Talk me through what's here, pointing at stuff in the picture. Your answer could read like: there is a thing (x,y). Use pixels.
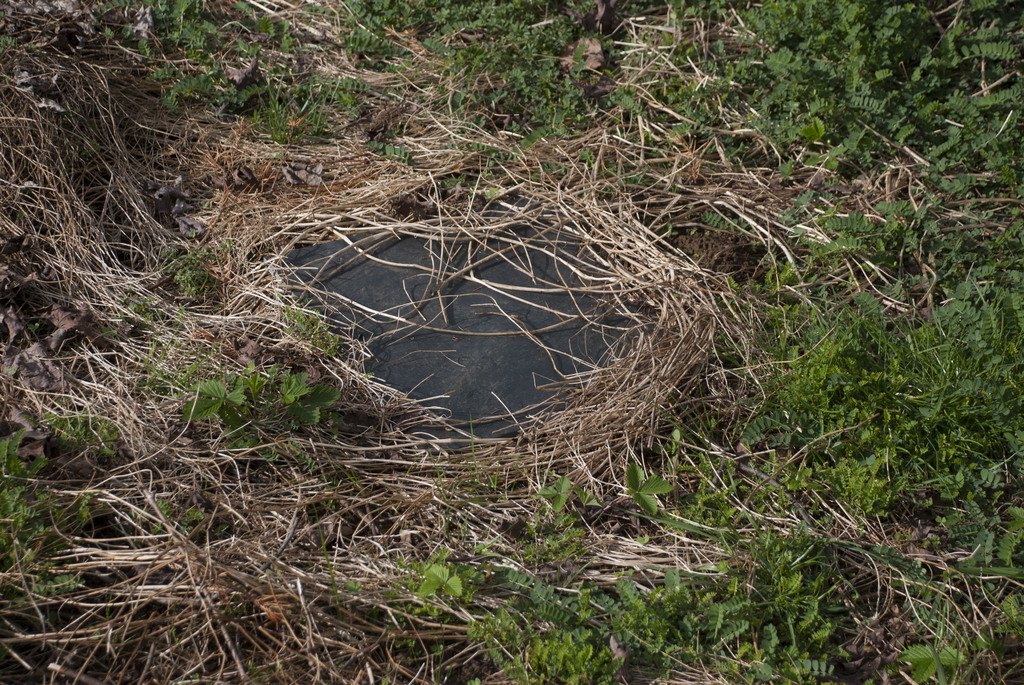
In this image, we can see some plants (831,597) and dry grass (396,533).
